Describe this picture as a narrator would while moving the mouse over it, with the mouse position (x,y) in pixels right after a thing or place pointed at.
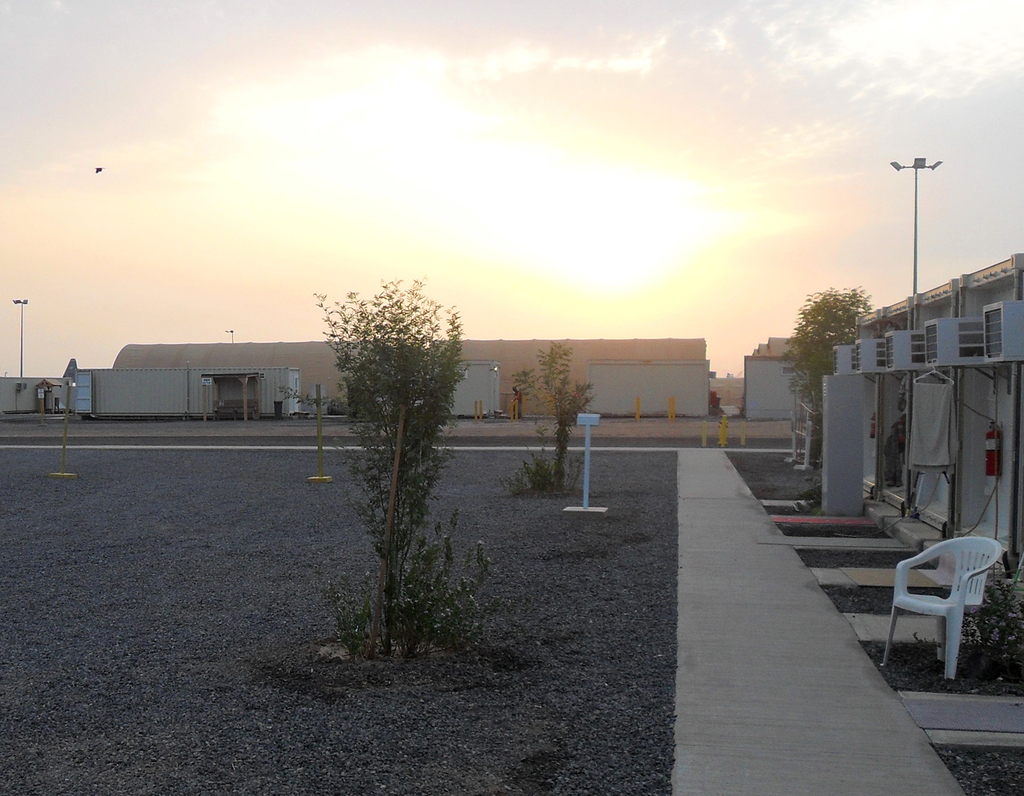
In this image we can see a few buildings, there are some windows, plants (454,585), poles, lights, doors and a chair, also we can see a bird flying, in the background (653,243) we can see the sky (660,250) with clouds (755,134).
